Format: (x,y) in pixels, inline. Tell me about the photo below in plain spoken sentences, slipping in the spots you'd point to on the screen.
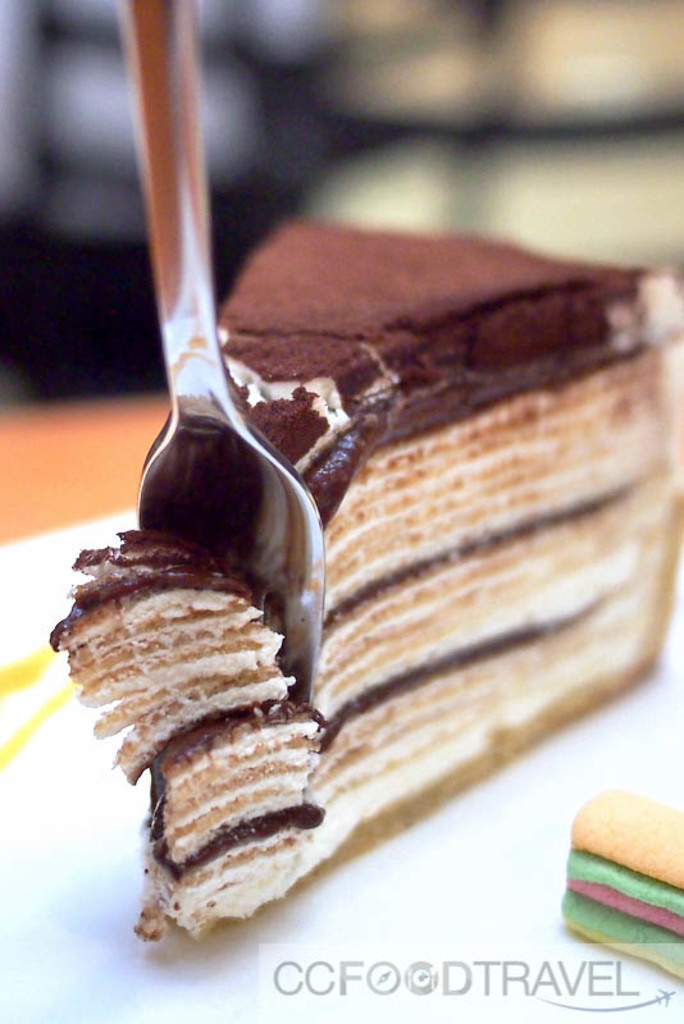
In this picture, there is a piece of cake (348,454) and a fork (245,573) stuck in the cake (357,445). At the bottom (623,952), there is some food (604,931) and text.
